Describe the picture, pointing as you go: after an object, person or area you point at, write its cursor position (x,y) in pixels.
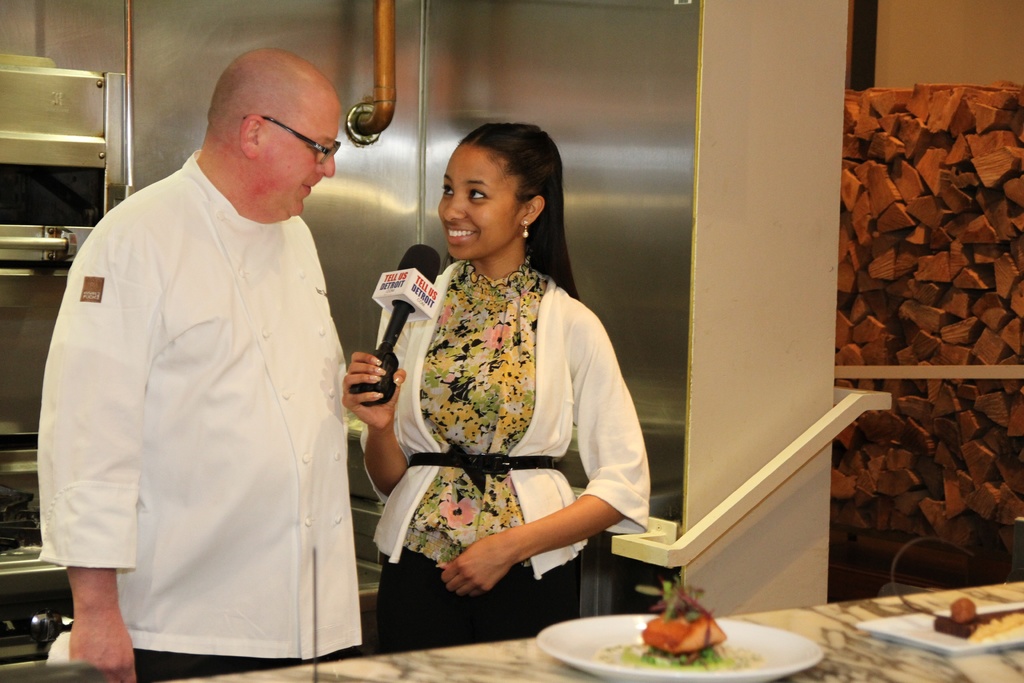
In this image I can see two person (466,426) standing, the person (536,406) at right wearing black and white dress (543,398) and holding a microphone (388,372) and the person (235,373) at left (230,373) wearing white color dress (257,373). Background (4,119) I can see an oven (21,126), in front (680,609) I can see the food (692,627) in the plate (590,640) and the plate (567,638) is in white color.
